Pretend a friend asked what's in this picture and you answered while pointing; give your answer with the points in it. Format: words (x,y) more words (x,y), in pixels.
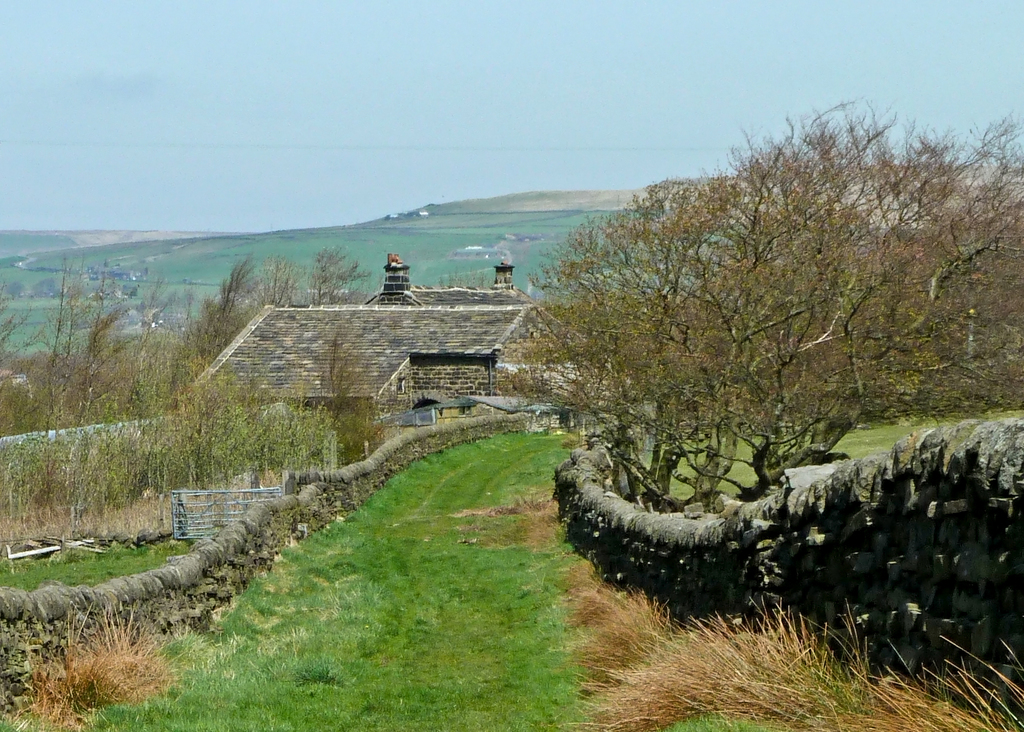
In this image we can see a building (475,368) and there are some trees (187,450) and grass (270,586) on the ground (472,530) and we can see the mountains (485,237) in the background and at the top (646,118) we can see the sky (638,118).
